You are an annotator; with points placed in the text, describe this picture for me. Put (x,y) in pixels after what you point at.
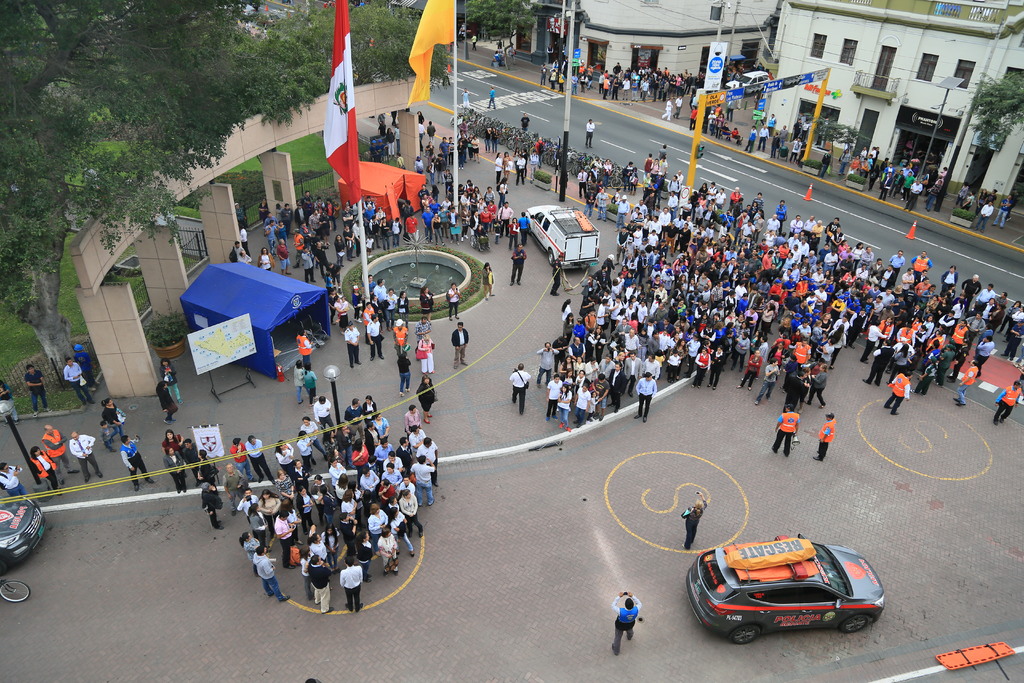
In this picture we can see a group of people (650,329), vehicles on the ground (534,507), here we can see sheds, flags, traffic cones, electric poles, pillars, name board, poster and some objects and in the background (793,37) we can see buildings (790,17), trees (63,61).
